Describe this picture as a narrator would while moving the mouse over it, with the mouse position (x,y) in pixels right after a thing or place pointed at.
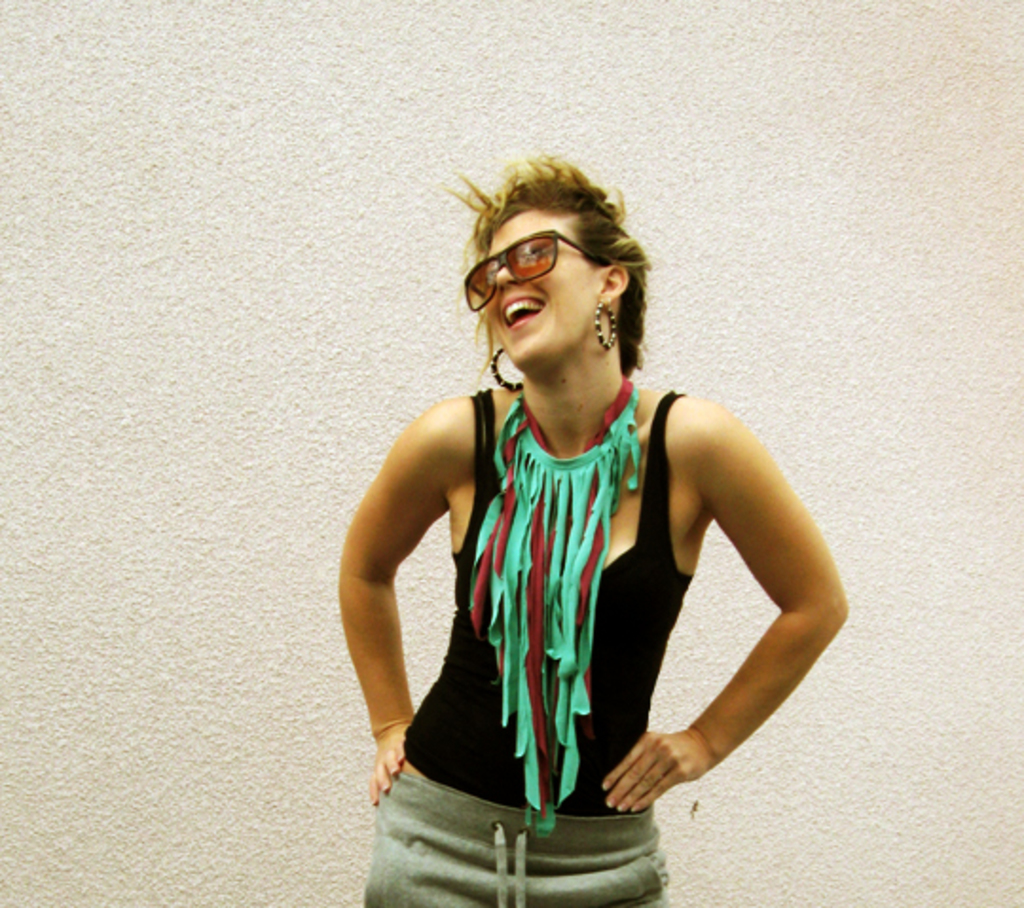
In this image we can see there is a girl (509,687) standing with a smile on her face (556,308), behind her there is a wall (905,536).
